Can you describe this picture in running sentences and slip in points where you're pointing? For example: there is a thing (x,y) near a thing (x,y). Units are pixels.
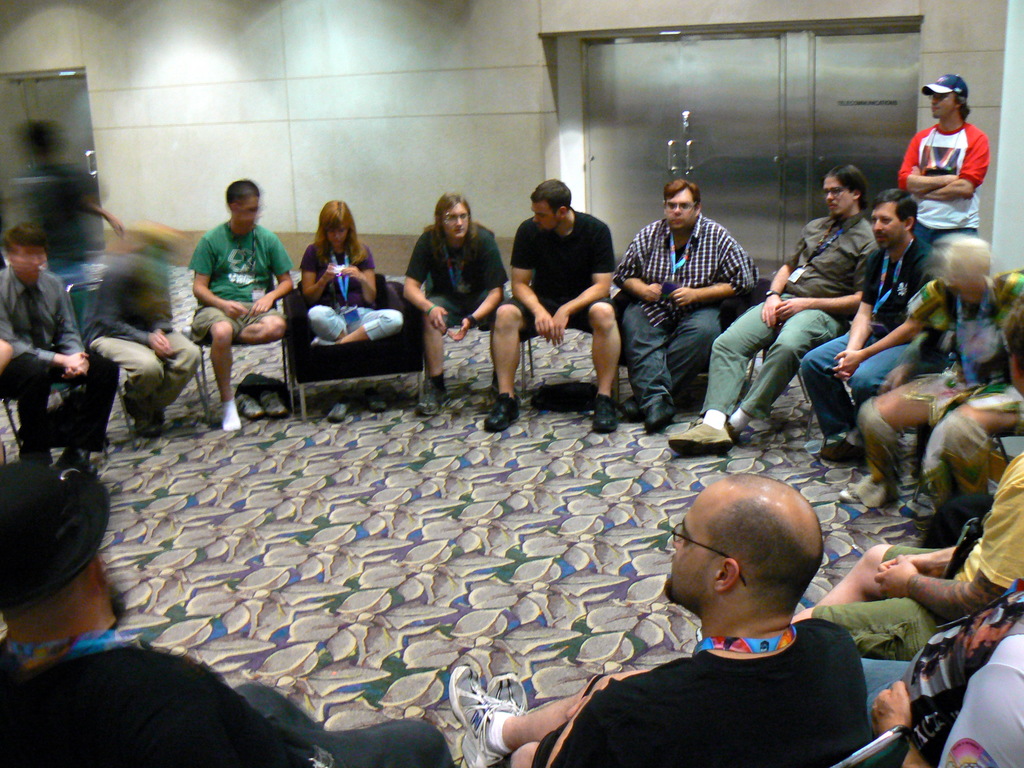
In the image few people (699,267) are sitting on chairs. Behind them there is a wall (522,79) and there are some doors (702,73). Top right side of the image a man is standing.
